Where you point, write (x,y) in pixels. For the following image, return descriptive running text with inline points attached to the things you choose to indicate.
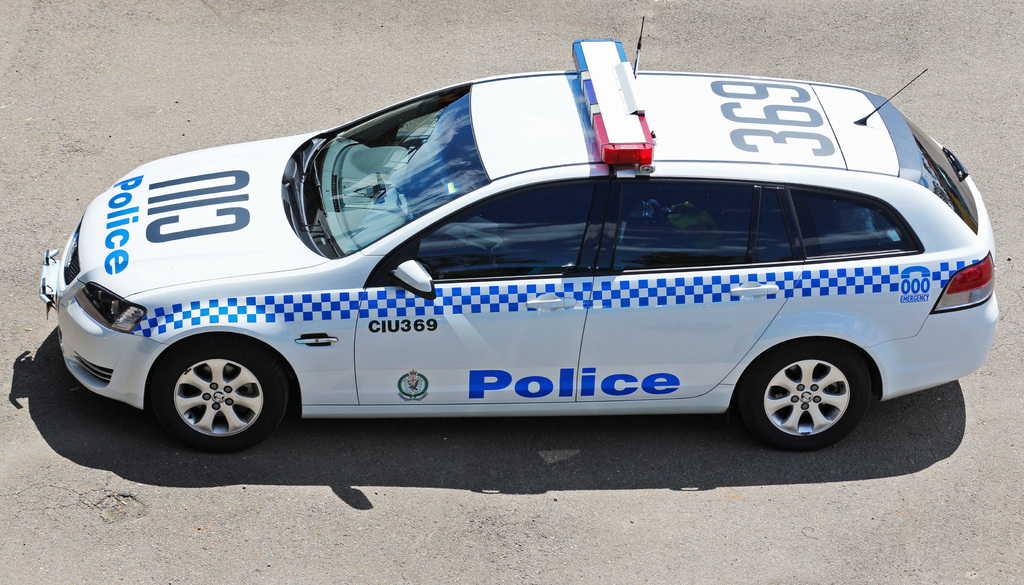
In this picture we can see a car (421,314) which is in white color is on the road (216,39).
